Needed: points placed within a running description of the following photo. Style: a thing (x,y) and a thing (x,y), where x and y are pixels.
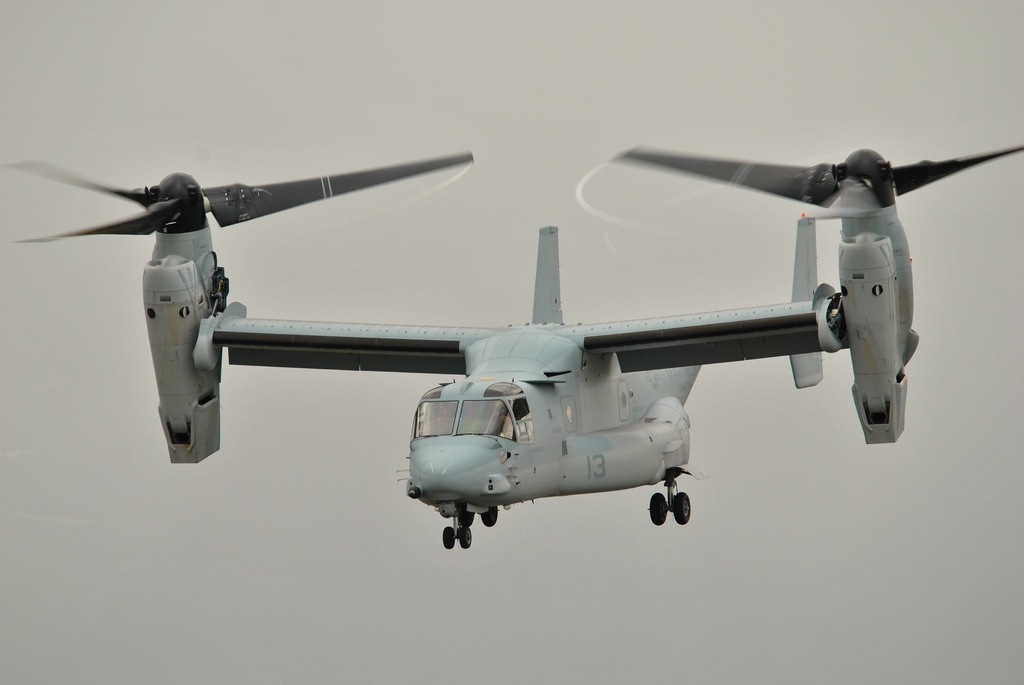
In the image there is a plane (577,370) flying in the air (782,299), it is very unique and it has wings (826,330) and there are fans (258,199) attached to the wings (817,300).
